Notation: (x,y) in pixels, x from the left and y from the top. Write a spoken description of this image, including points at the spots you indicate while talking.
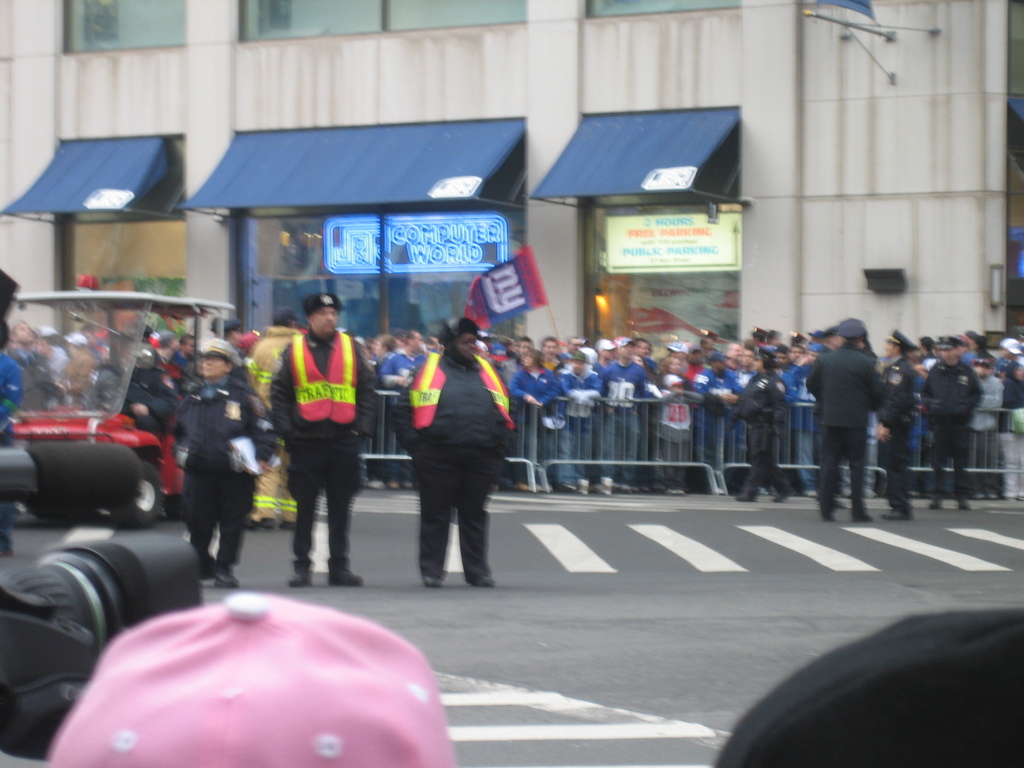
In this image we can see so many people (565,409) and barriers (579,427). At the bottom of the image (567,679), we can see the road (638,698). On the left side of the image (80,391), we can see a vehicle (112,386) and a camera (30,602). At the top of the image (391,72), we can see a building (778,115).
